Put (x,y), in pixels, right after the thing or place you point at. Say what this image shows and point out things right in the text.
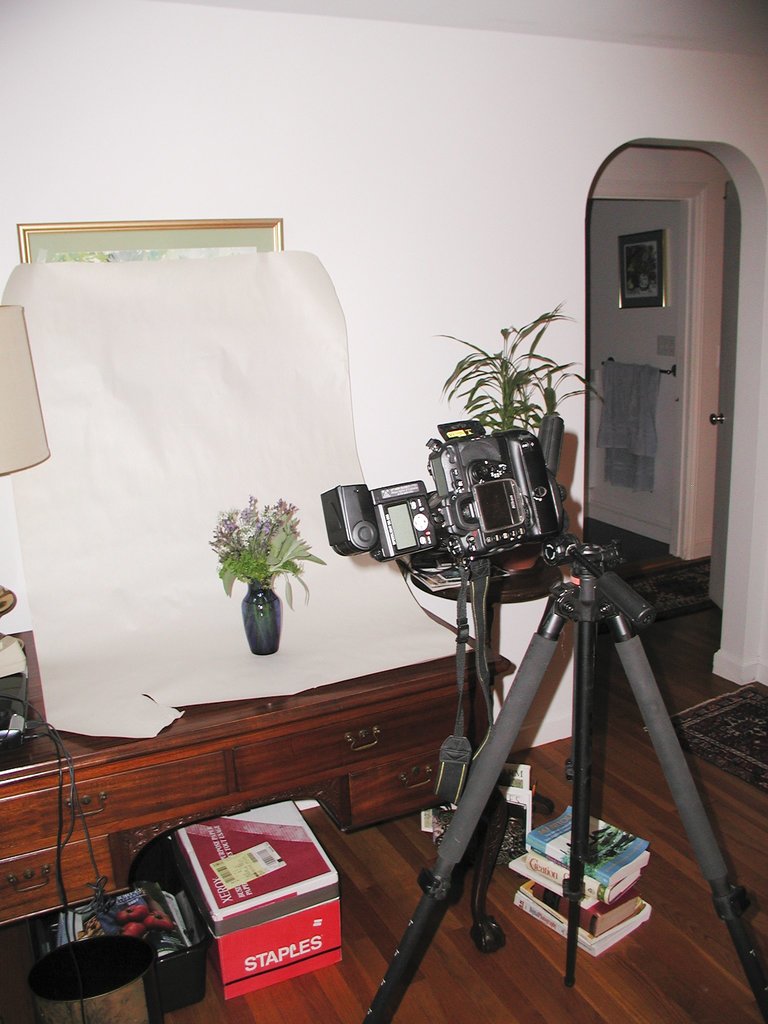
In this picture we can see a tripod stand (579,646), books (598,837), camera (482,487), box (238,885), lamp (0,319), flower vase (276,646), frame (213,243), wall (321,239) and in the background (626,369) we can see a towel (634,466) on hanger (665,372), door (728,447), frame (655,267).
